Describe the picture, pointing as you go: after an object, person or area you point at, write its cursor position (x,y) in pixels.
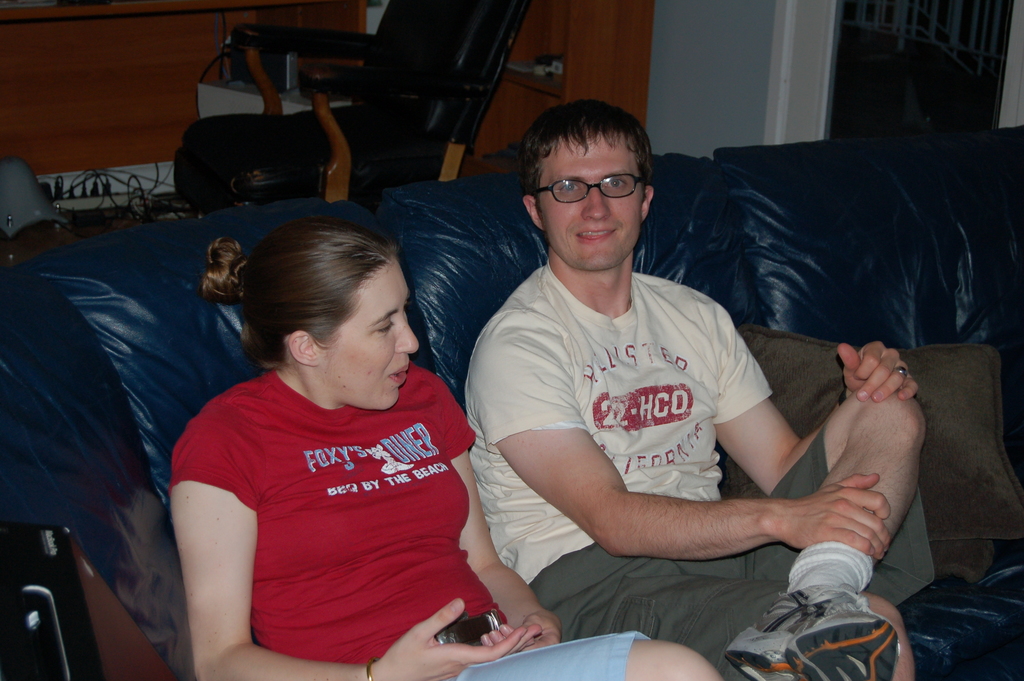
In this picture I can see a man (547,365) and a woman (450,663) sitting on the couch (1012,291). I can see pillows (938,511) on the couch (692,164). There are cables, chair (510,1) and some other objects (287,78).
